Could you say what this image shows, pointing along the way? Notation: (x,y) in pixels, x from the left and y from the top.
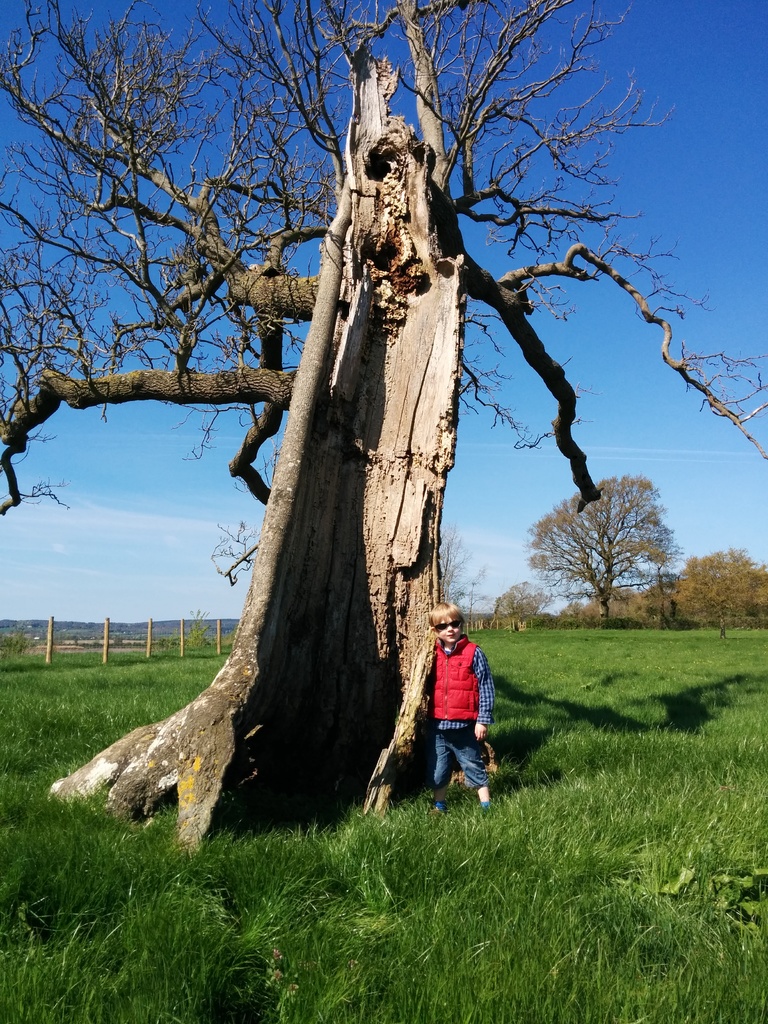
In this image we can see a child (453,701) wearing goggles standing beside the tree (390,632), there we can see few plants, trees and the grass (498,950), there we can see few wooden poles (183,639) and some clouds (17,532) in the sky (37,530).
